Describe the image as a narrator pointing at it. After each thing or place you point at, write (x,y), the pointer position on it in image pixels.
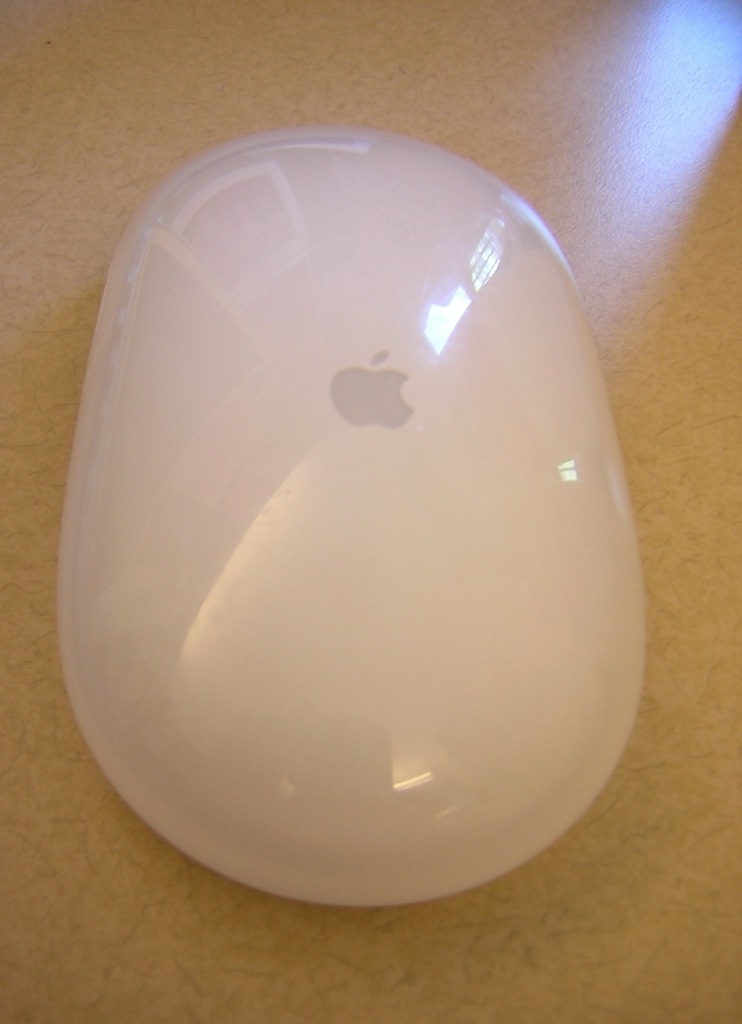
This image consists of a mouse (298,372) in white color is kept on the table (252,982). The table (261,952) is made up of wood (159,941).
